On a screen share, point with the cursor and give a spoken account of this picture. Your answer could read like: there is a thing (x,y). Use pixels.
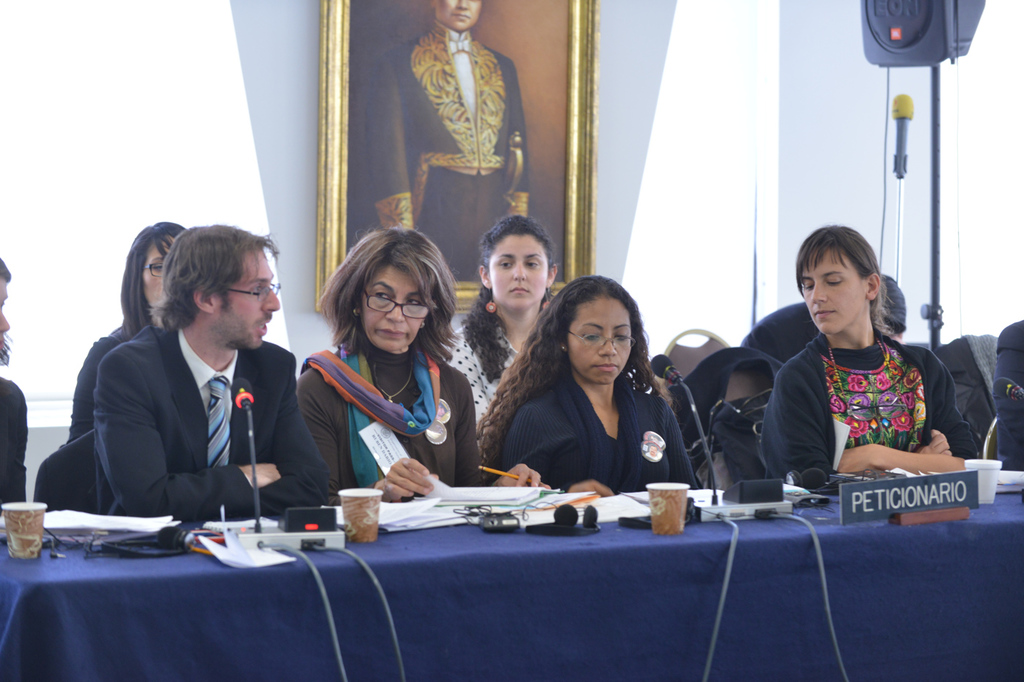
In this image there are people (185,486) sitting on chairs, in front of them there is a table (882,603), on that table (885,582) there is a cloth (157,652), mike's (791,508), papers (604,501), glasses (18,548) and name board (846,506), in the background (971,51) there is a wall (725,106), for that wall (725,129) there is a photo frame (516,78), near the wall (884,118) there is a speaker (928,57).
